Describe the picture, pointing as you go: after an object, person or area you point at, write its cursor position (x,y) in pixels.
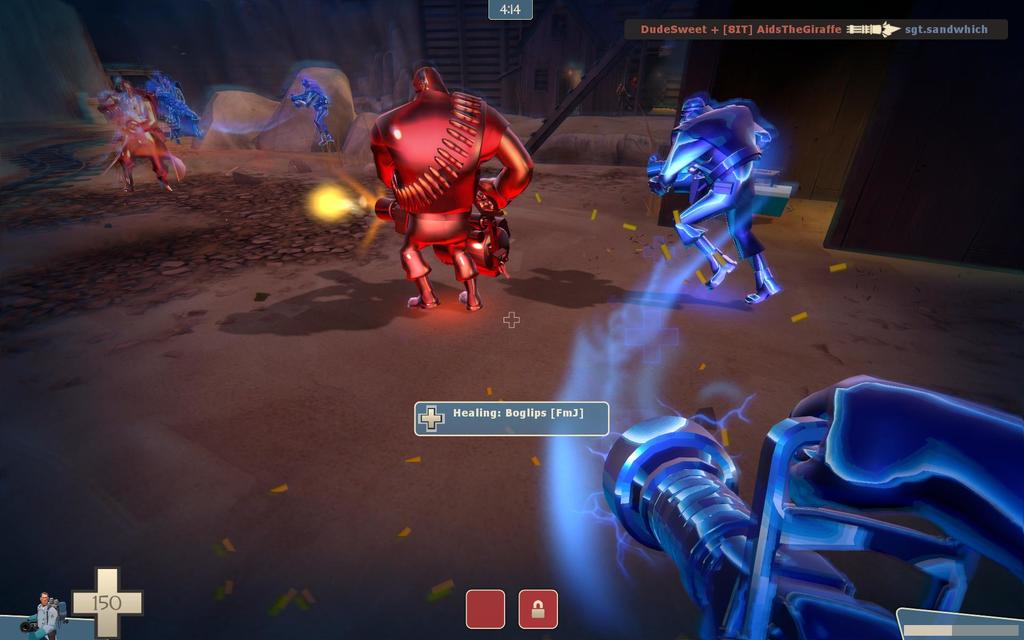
This is an animated picture. We can see some information (994,36), people (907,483) and few objects (294,115).
